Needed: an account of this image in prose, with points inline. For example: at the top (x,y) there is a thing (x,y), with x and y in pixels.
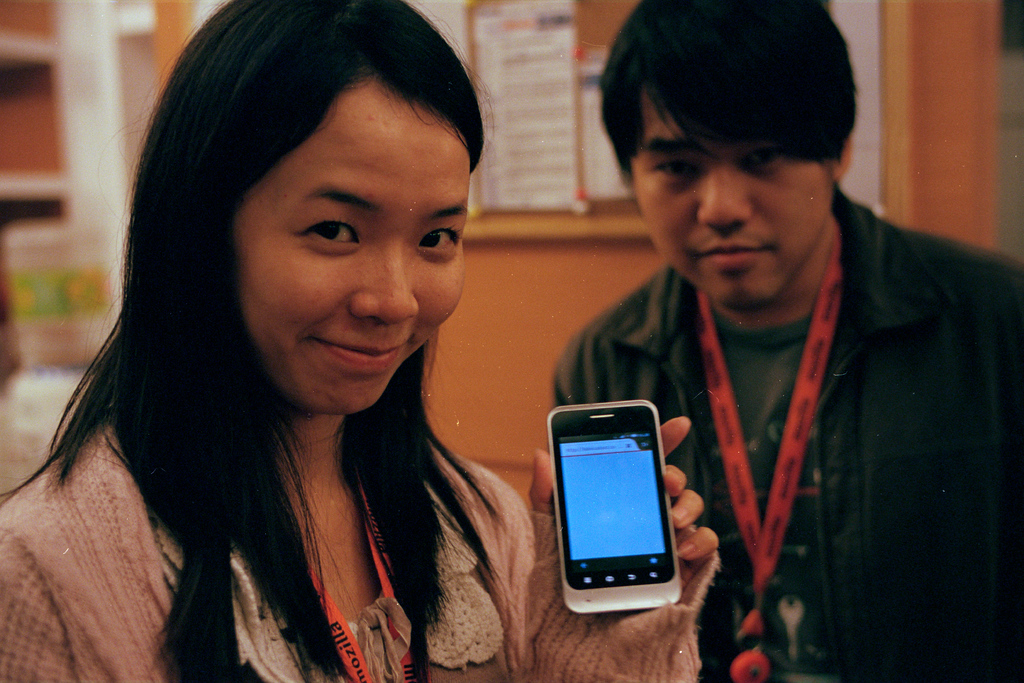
In this picture a woman (391,367) is holding a mobile (609,465) in her hand (698,556), she is smiling, next to her we can see a man (684,268), we can find a notice board (581,107) and couple of papers (526,109) on the wall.
